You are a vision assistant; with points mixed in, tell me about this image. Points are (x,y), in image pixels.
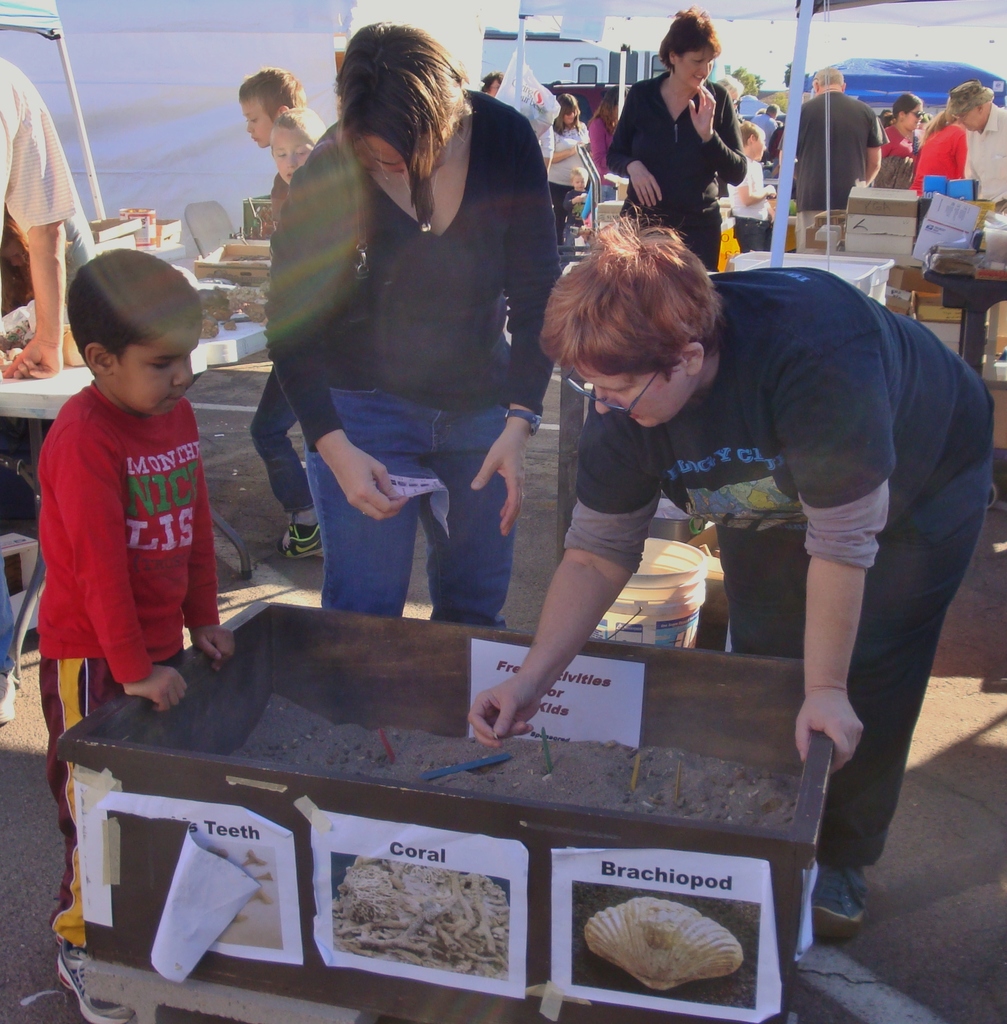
In front of the picture, we see three people (495,414) are standing. Beside them, we see a bucket (654,566). In front of them, we see the wooden box (239,711) containing the sand (504,774). They are placing some objects (390,754) in the box (326,702). We see the posters (487,846) are posted on the box (537,938). Behind them, we see the people (309,135) are standing. In front of them, we see a table (242,340) on which some objects (215,265) are placed. On the right side (880,136), we see many carton boxes (865,237) and people (869,176) are standing. In the background (602,73), we see a white building (577,73), trees (755,83) and a tent (896,66) in blue color.
